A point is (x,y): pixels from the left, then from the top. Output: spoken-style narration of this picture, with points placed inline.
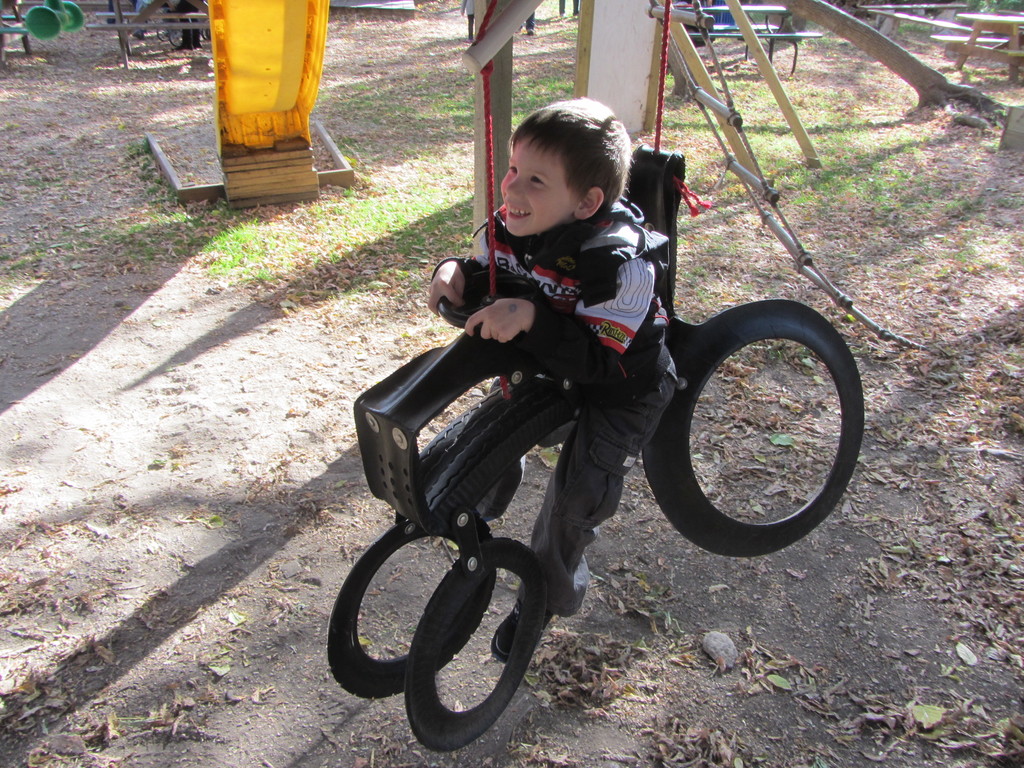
In this image I can see a boy (647,282) is sitting on a toy (496,538) and playing a game. In the background (703,147) I can see metal rods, grass (356,131), poles (584,78) and so on. This image is taken during a day.
